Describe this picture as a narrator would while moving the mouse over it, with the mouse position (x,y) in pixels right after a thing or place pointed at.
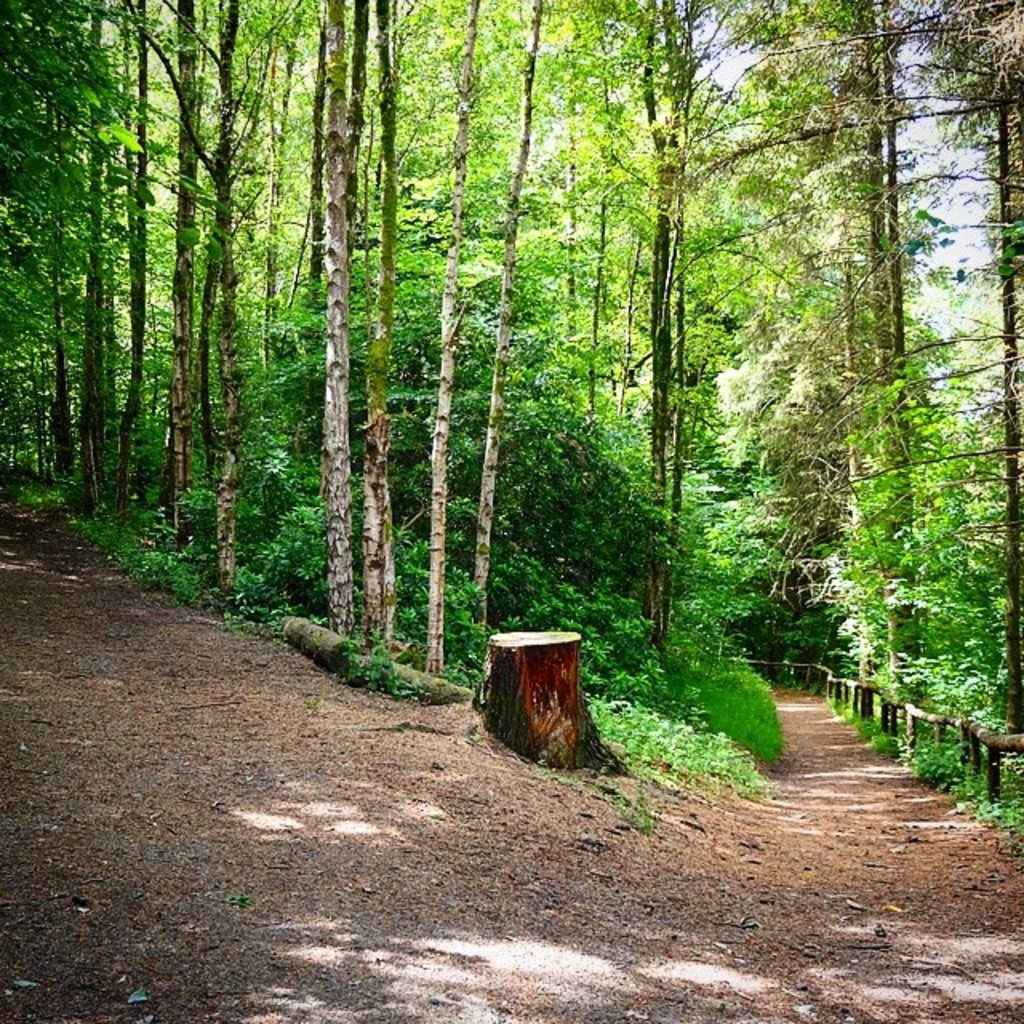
As we can see in the image there are trees (518,275), wooden logs (443,694) and sky (946,201).
